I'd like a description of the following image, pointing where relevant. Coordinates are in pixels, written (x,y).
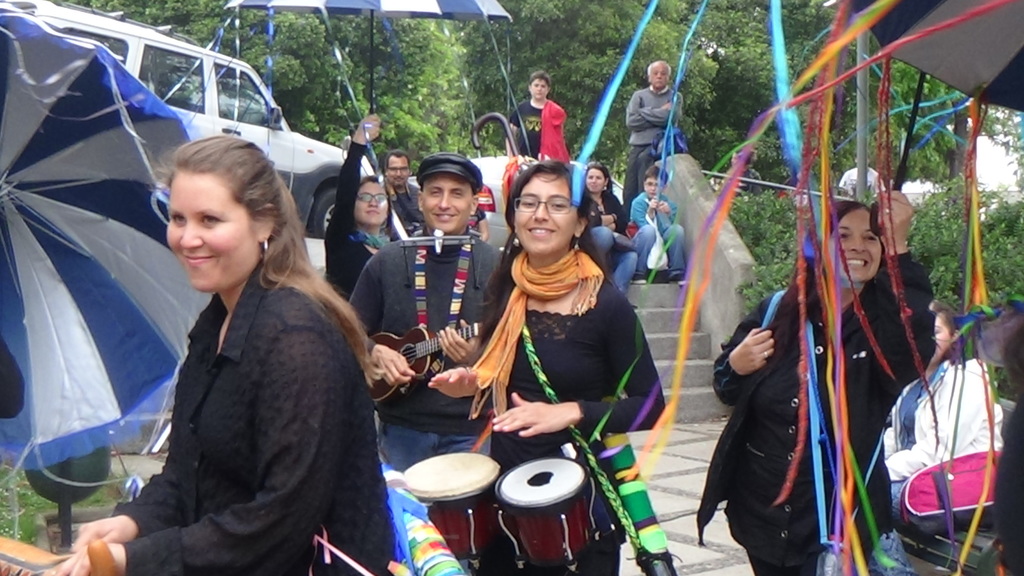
This picture describes about group of people (444,444) few are standing and few are seated on the steps (674,350), in the middle of the image (469,299) a man (428,312) is playing guitar (424,347) and a woman (527,361) is playing drums (514,515), and also we can see an umbrella (144,257), a car (199,85) and couple of trees (608,72).
